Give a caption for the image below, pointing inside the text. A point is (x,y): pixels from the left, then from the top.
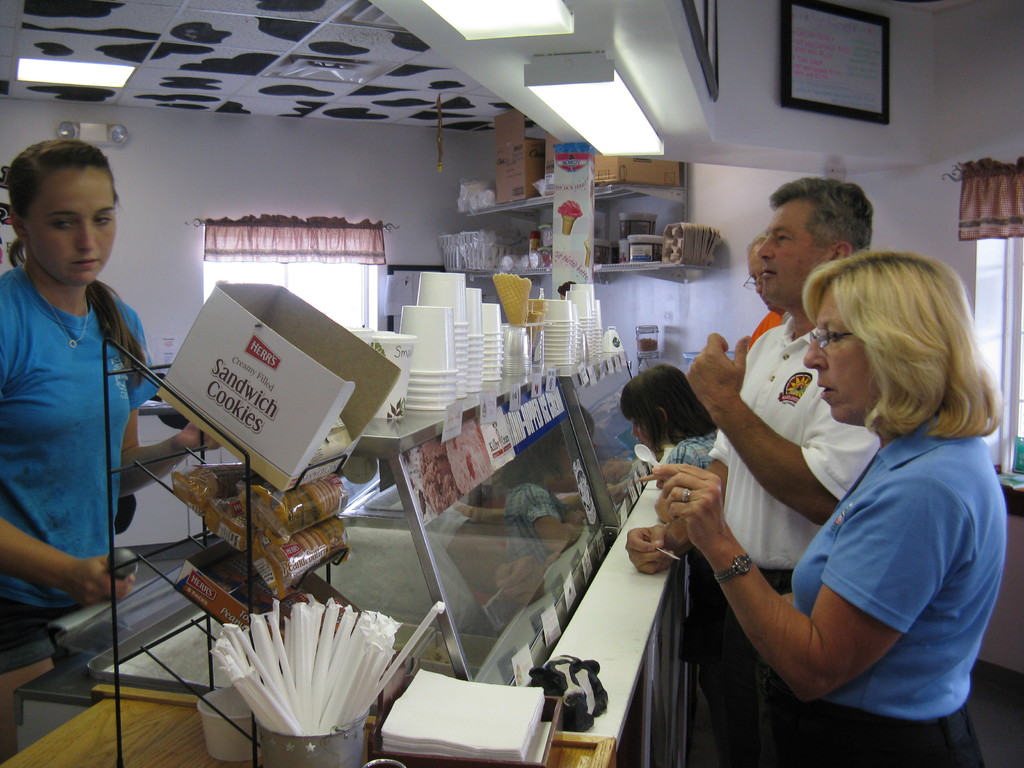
In this image there are few persons (752,455) standing, in front of a counter (448,500) on above the counter (570,586) there are few boxes (450,396), on the left side (100,567) there is a lady (30,373), in the background (264,173) there is a wall (453,229) to that wall (671,285) there is a window (362,284) and a shelf (664,271), in that shelf (608,214) there are objects (552,190) at the top (547,79) there is ceiling (359,30) and lights (452,8).
